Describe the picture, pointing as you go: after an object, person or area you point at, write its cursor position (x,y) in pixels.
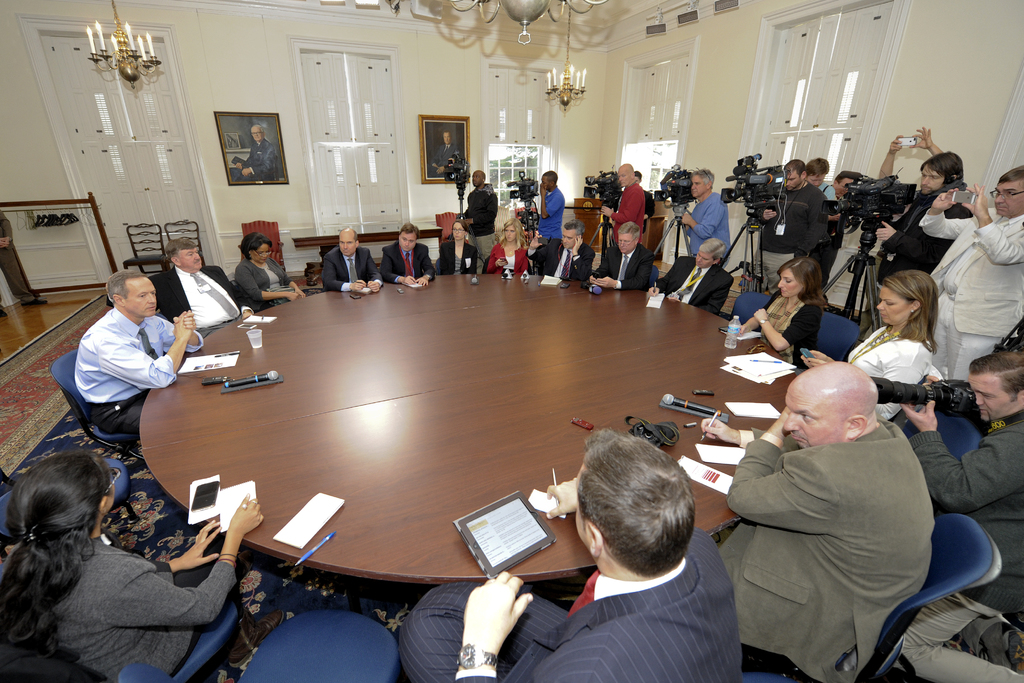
There are group of people (172,317) sitting on the chairs (244,682). This is the round wooden table (404,422). I can see mike's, mobile phone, papers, water bottle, glass (252,333) and some things (505,511) on the table (520,488). There are few people (831,231) standing. These are the video recorders (595,187) with a tripod stand (754,255). Here is another person (984,422) holding a camera (940,404) and taking pictures. These are the frames (424,152) attached to the wall (288,108). These are the lights (150,70) hanging to the rooftop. These are the windows (388,143) which are closed. There are two chairs (153,236) here. This look like hangers (64,219). This is the carpet (38,422) on the floor (56,413).
